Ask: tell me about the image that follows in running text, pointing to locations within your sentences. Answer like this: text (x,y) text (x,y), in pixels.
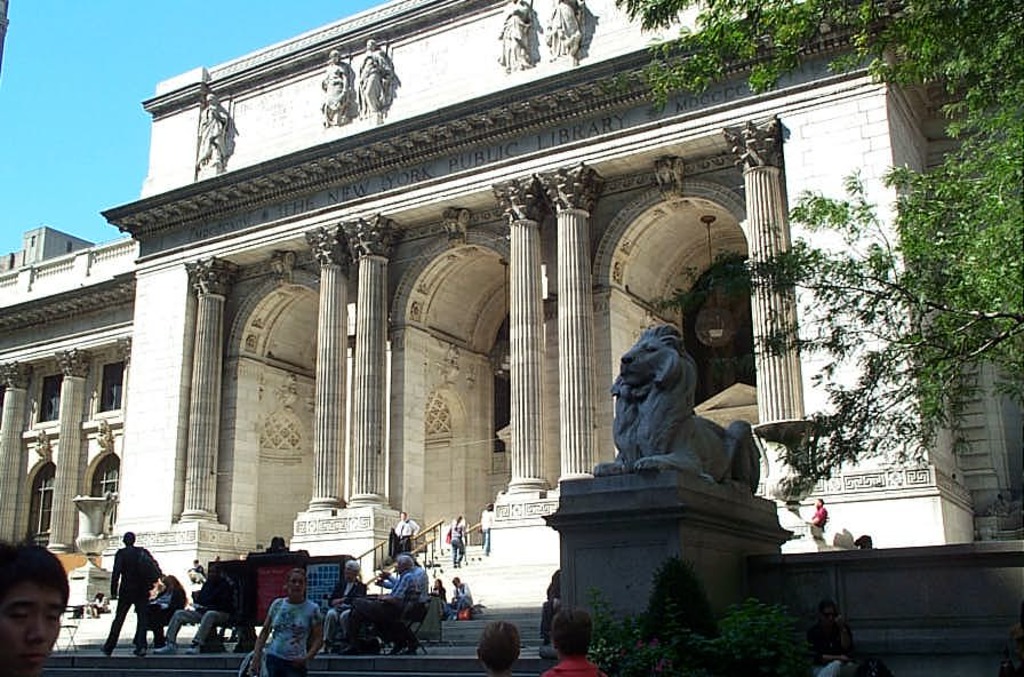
We can see people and we can see statue (644,414) on surface (665,495) and plant (1008,227). In the background (314,355) we can see pillars (74,434), building (46,354), statues (344,92) on the wall (353,75) and sky (118,121) in blue color.
